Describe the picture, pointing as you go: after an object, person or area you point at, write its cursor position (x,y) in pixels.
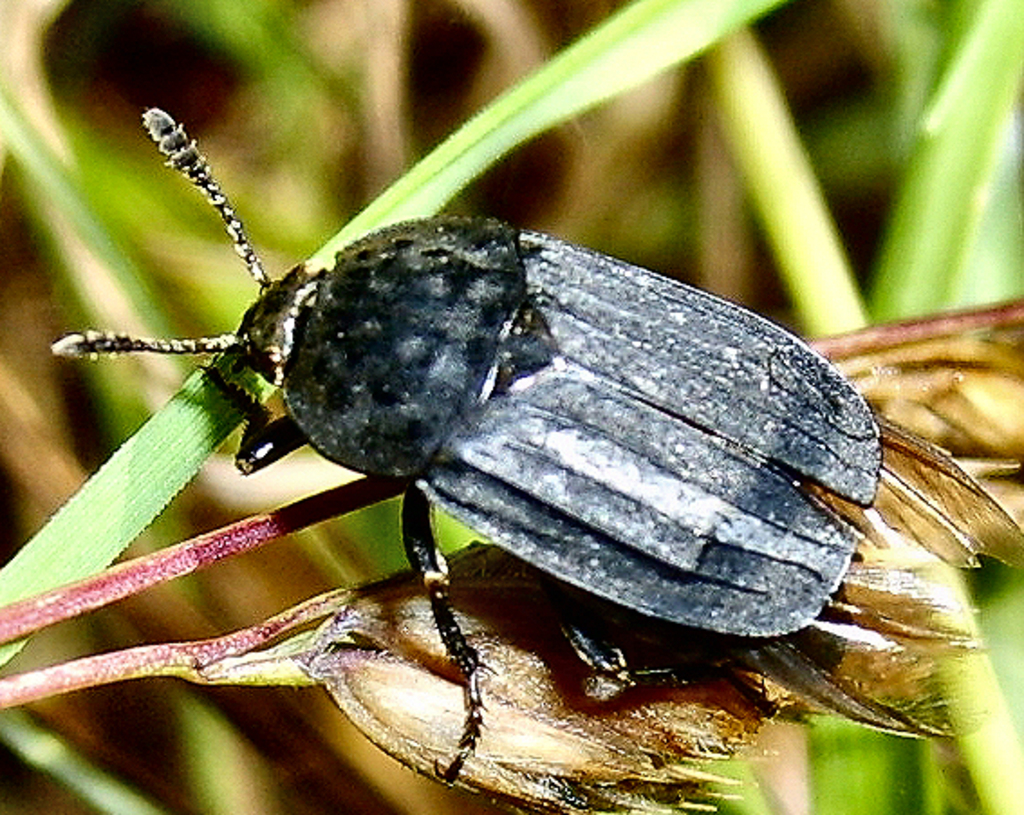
In this image we can see an insect (474,311) on the plant (200,383). The background of the image (204,305) is blurred.
